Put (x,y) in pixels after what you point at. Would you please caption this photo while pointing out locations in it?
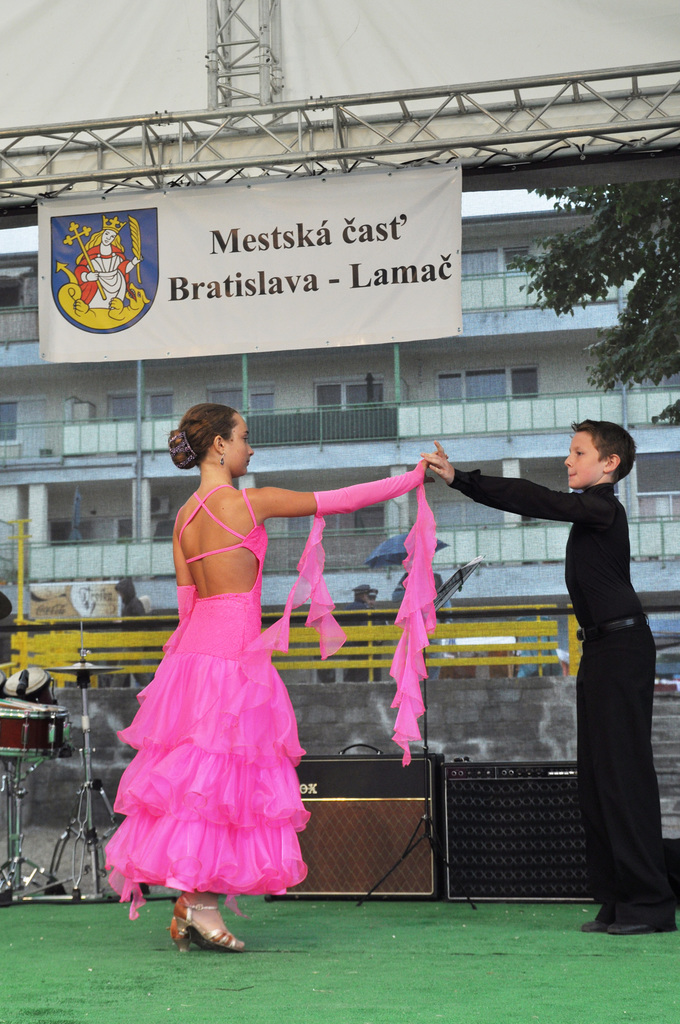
In the foreground of this picture (249,763), there is a girl (287,750) and boy (647,684) dancing on the stage (363,948) and we can see banner (316,280), tent (415,32), railing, building (430,340), trees (666,246) in the background (453,639).
